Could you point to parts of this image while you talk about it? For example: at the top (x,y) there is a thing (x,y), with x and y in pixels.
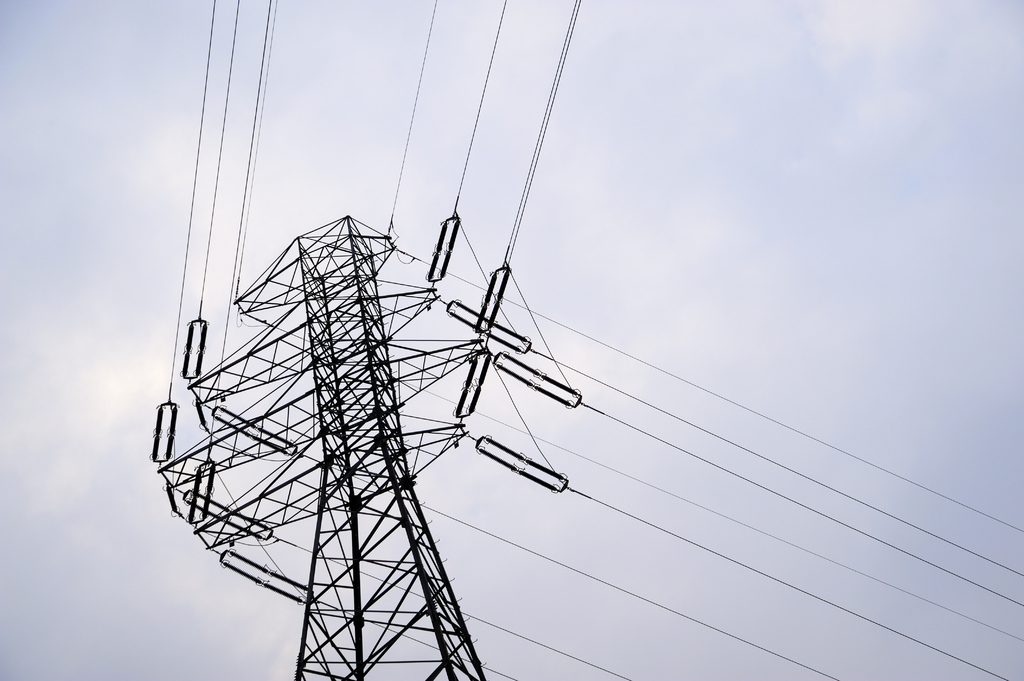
This picture contains an electricity tower (299,513) from which many wires (189,223) are taken out and on background (682,284), we see sky (151,338) which is blue in color and we even see clouds (492,597).
